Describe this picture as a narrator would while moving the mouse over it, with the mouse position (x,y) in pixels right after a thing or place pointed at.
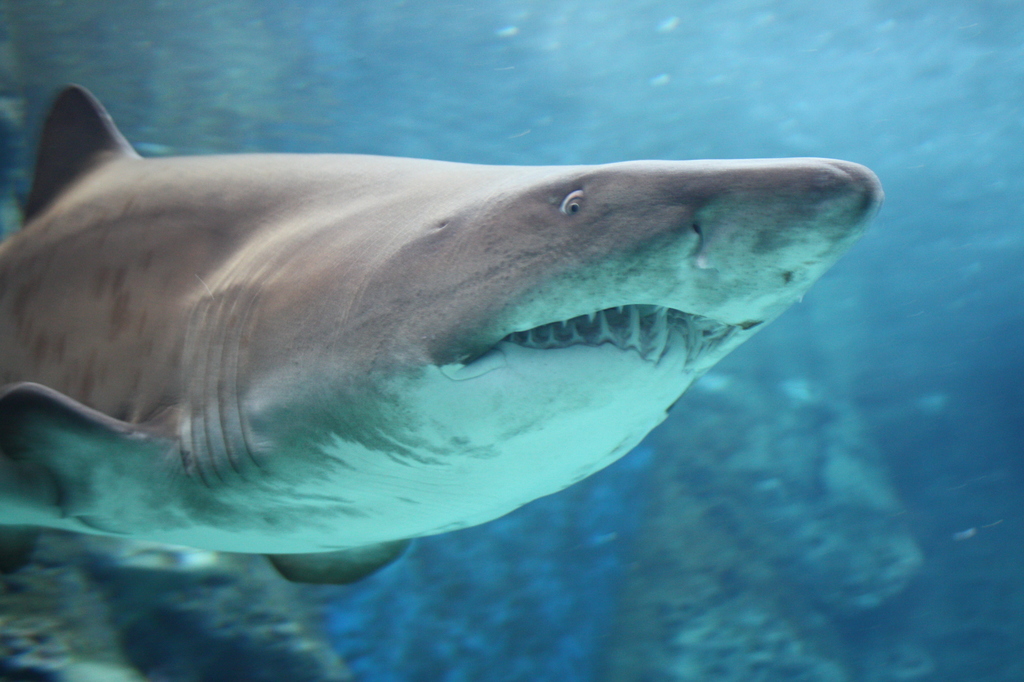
In this image I can see a shark (435,295) in the water (485,556). In the background (160,619) I can see rocks (109,617).
